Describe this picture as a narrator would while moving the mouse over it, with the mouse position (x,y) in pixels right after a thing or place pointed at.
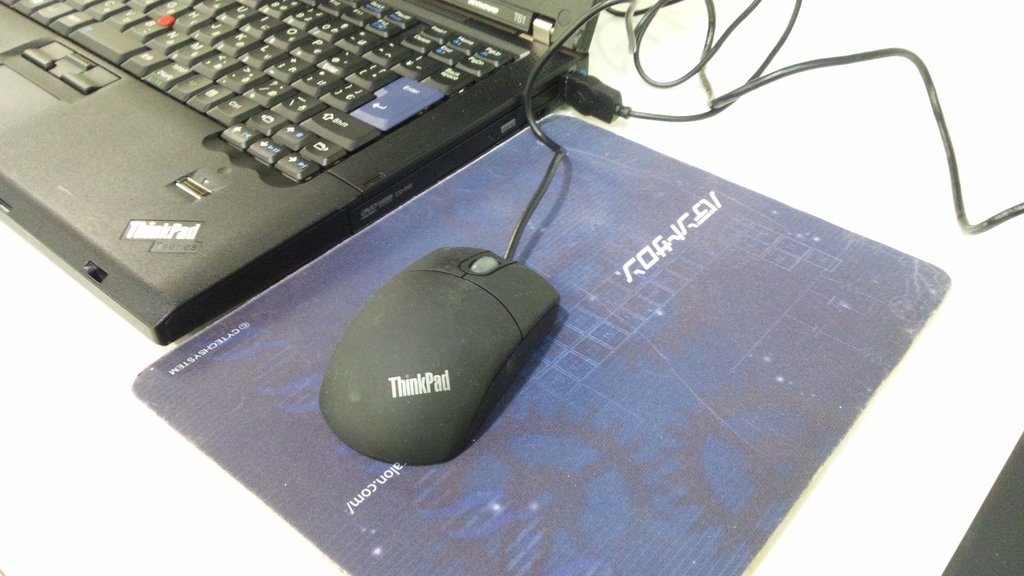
In this image there is a mouse (449,386) on the mouse pad (754,319). Left side (144,104) there is a laptop (474,55) which is connected with a wire (603,90). Laptop (15,117) is kept on the table (867,209).
